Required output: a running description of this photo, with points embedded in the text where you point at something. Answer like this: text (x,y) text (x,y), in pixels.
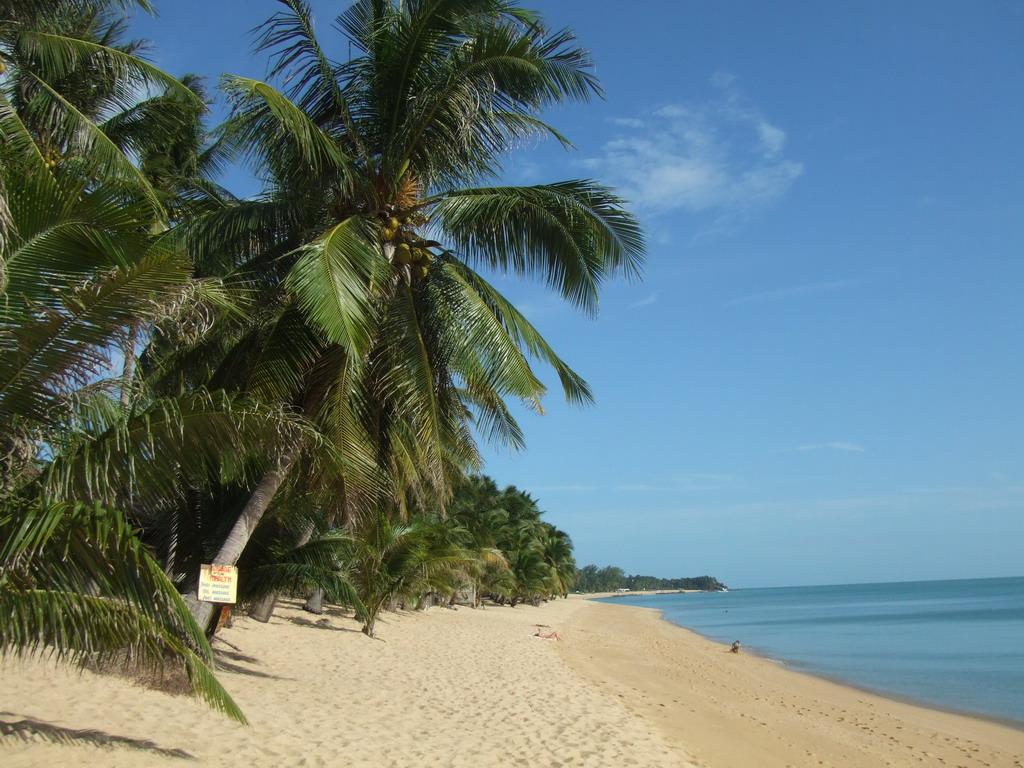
In the picture I can see trees (241,361), a board (221,584) attached to a tree (317,486) and sand (466,667) on the ground (464,670). On the right side (898,632) I can see the water (932,653) and the sky (867,370).
